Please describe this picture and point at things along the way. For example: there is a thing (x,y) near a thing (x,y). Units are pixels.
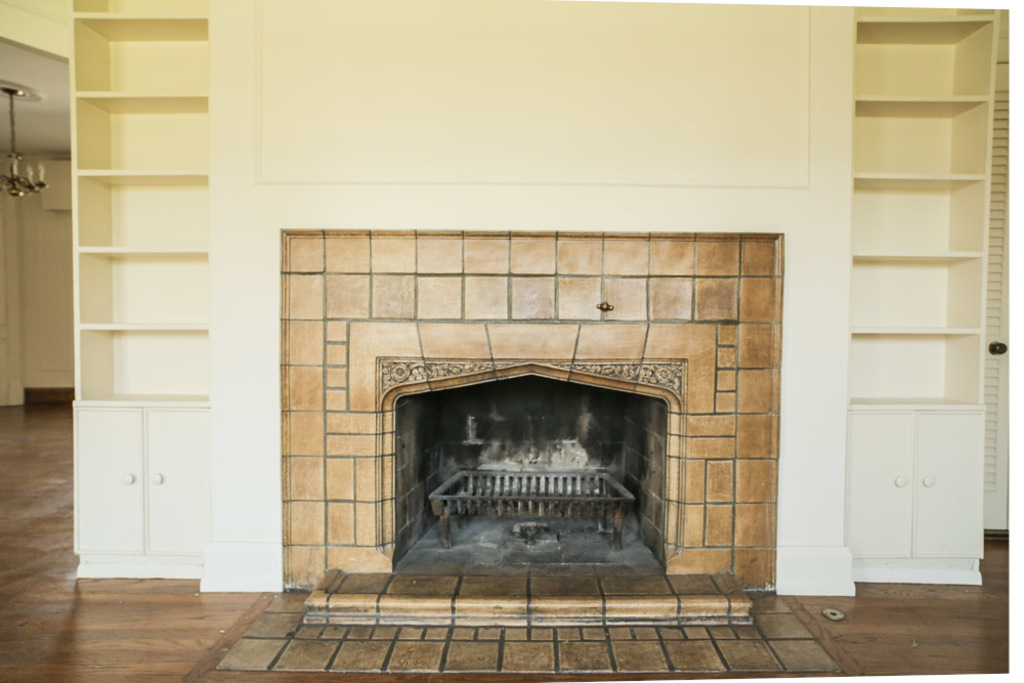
Here we can see a tiled fireplace (633,541) and there are cupboards (854,521). This is wall (572,125) and there is a ceiling light (24,175). And this is floor (103,653).
